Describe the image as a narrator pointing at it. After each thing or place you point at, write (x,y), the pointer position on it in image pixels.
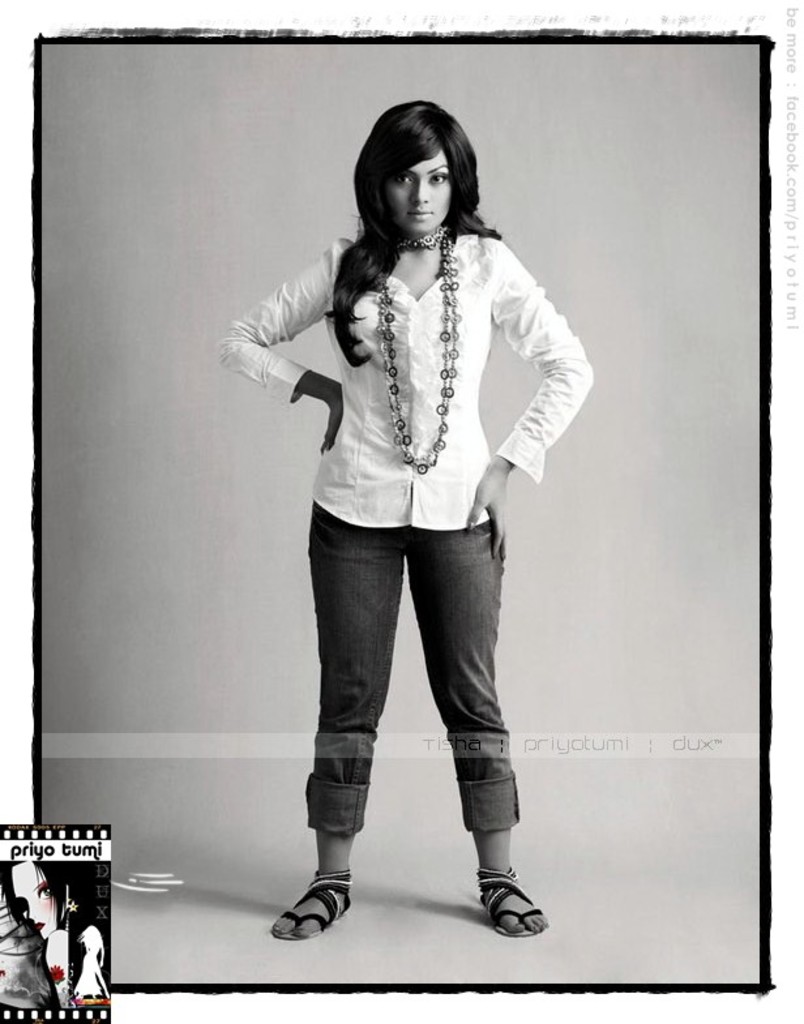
In the center of the picture (348,421) there is a woman (414,410) standing, wearing a white shirt (354,462) and jeans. The picture has black frame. At the bottom (46,924) there is a logo (70,917).
